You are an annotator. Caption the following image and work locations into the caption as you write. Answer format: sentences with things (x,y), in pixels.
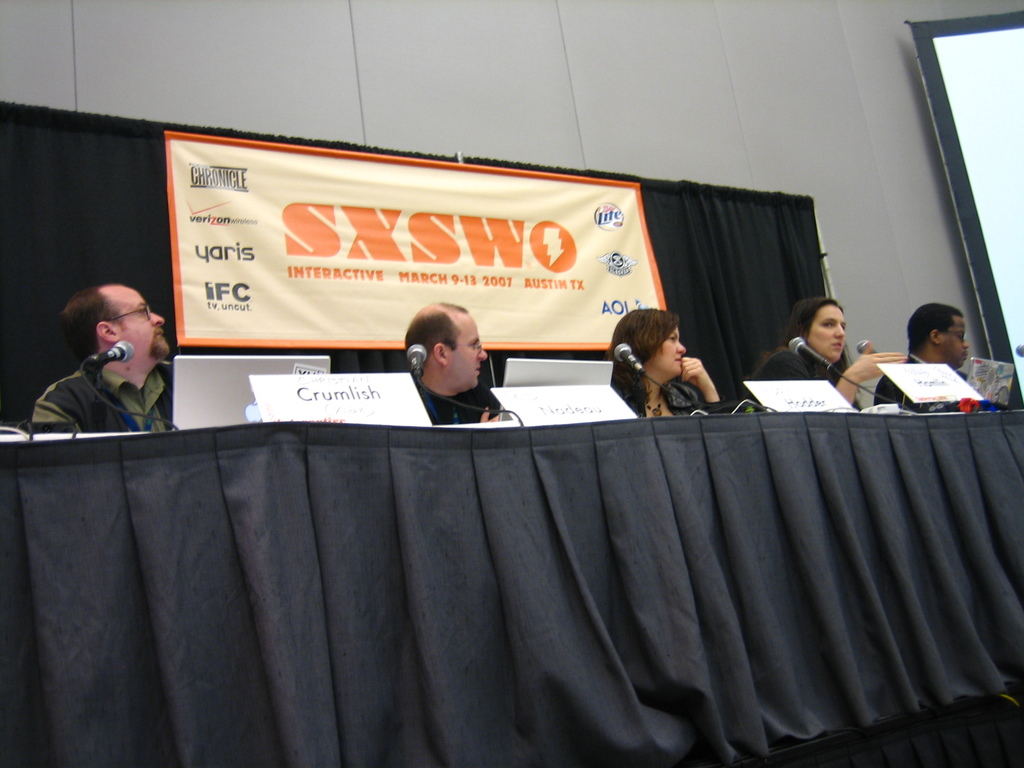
In the picture we can see a desk (68,529) with a black color cloth (367,479) on it and on it we can see name boards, microphones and laptops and behind it, we can see some people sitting on the chairs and behind them we can see a wall (899,288) with a black curtain (696,266) and a banner (233,290) on it.
